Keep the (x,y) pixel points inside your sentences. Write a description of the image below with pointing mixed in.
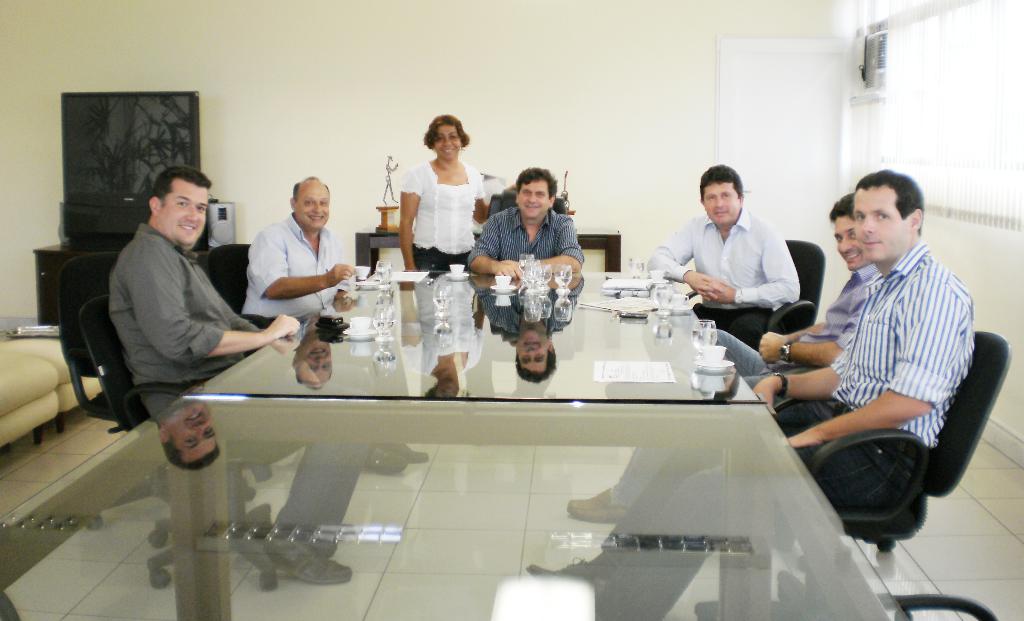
This picture is clicked inside the room (50,179). There are seven people (532,200) in the room (633,244). Among them, six are men (278,237) and a woman (444,190) standing beside them. In front of this picture, we see a glass table (696,474) on which cup (714,358), saucer (711,361), glass (702,328), paper (619,379), mobile phone (332,320) is placed on it. Behind them, we see a table (391,242) on which awards (385,227) are placed. On the left top of this picture (139,145), we see television (142,178) and speaker box (222,220). On the left corner of this picture (54,366), we see two sofas (39,376) and on the right top (928,157), we see a window (891,116) with curtains (952,105).
